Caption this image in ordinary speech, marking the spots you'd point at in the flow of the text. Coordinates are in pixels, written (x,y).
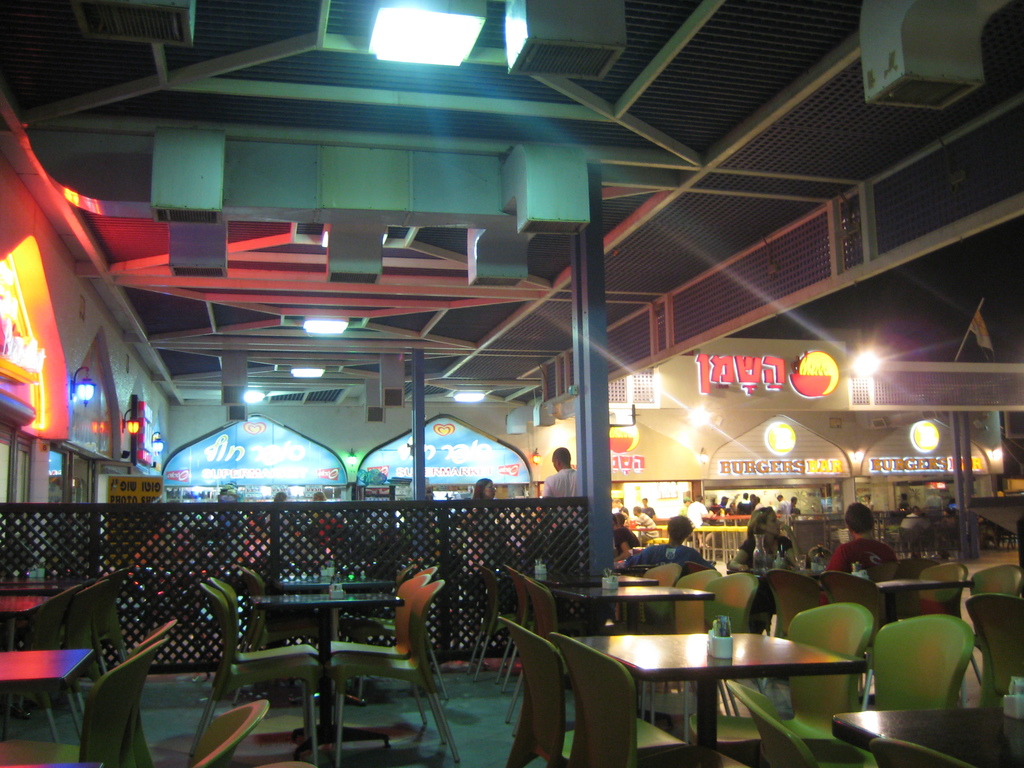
In the foreground (465,698) I can see tables (603,599), chairs (613,714), fence (485,527), group of people (681,558) are sitting on the chairs (796,586), pillars (584,281), metal rods (462,380), boards (410,475) and few are standing on the floor (460,697). In the background (999,366) I can see a rooftop (525,338), lights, text (723,385) and shops (928,429). This image is taken may be in a hotel (887,210).
